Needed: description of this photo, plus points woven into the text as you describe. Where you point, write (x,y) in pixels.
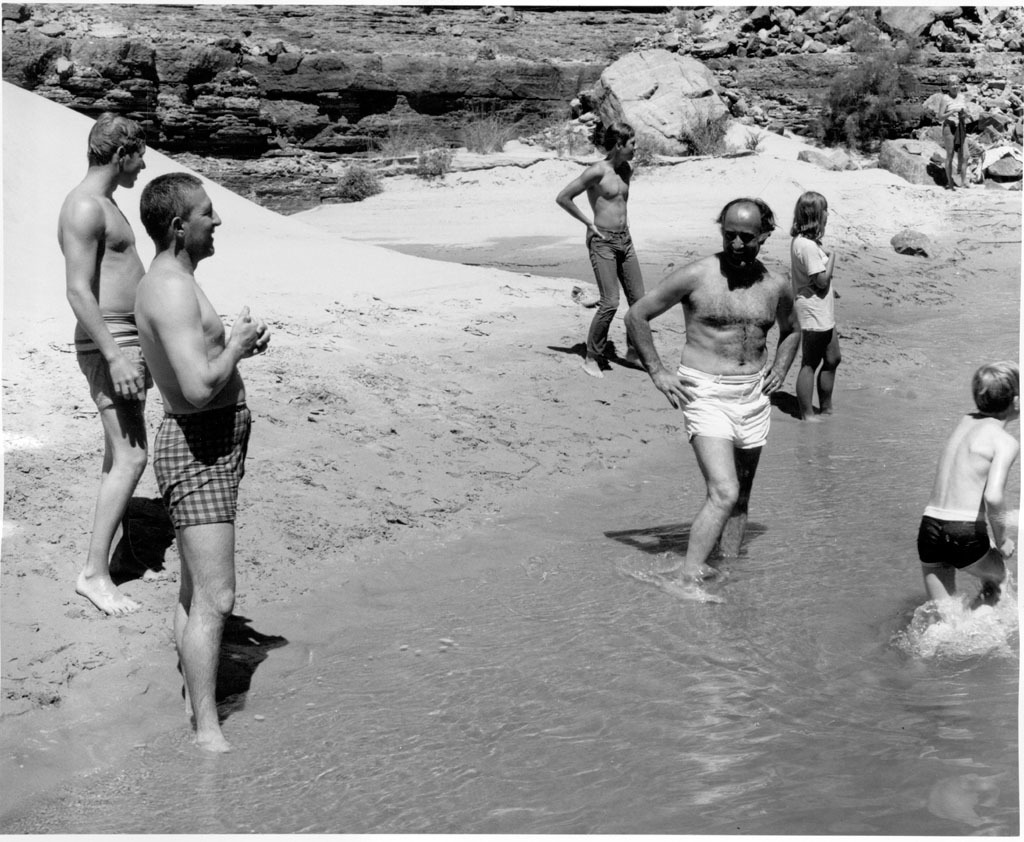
This is a black and white image, we can see a few people (196,374), we can see the groundwater (588,703), rocks (547,113) and some plants (545,143).
